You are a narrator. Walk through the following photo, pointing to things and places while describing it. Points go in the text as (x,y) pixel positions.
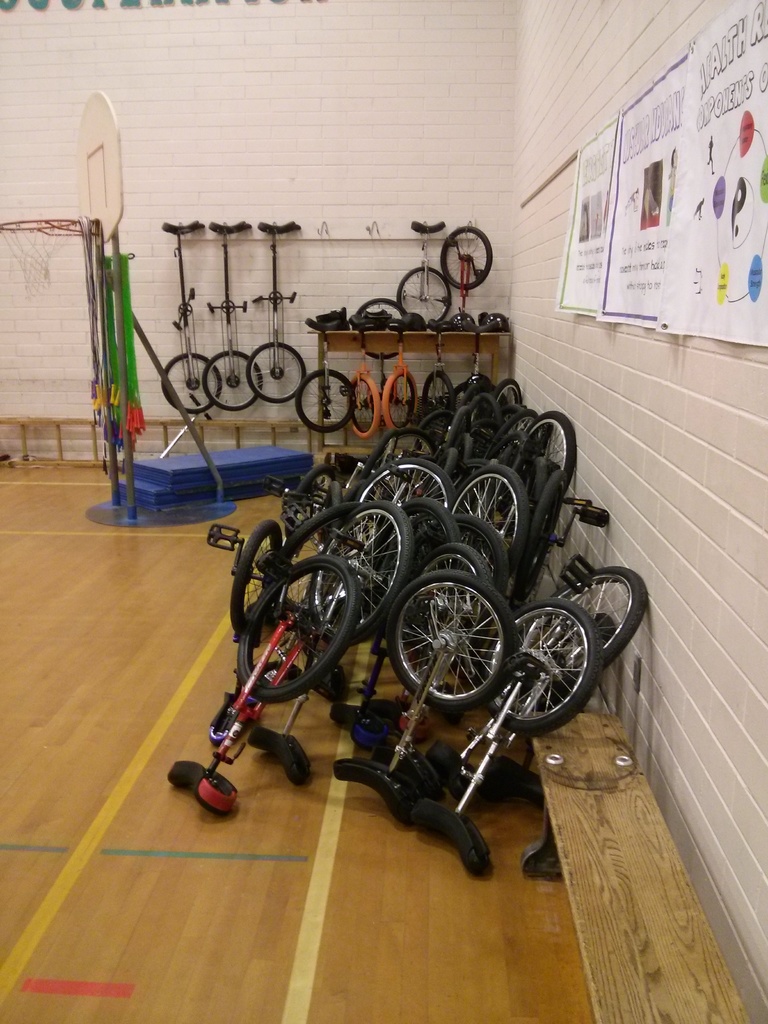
In this image I can see the brown colored surface (217,910) on which I can see number of unicycles (326,612) which are black and red in color. In the background (374,388) I can see few wheels (361,405), few blue colored objects (235,485), a basket ball goal post (82,206), the white colored wall (260,139) and few posters (767,212) attached to the wall (582,88).
